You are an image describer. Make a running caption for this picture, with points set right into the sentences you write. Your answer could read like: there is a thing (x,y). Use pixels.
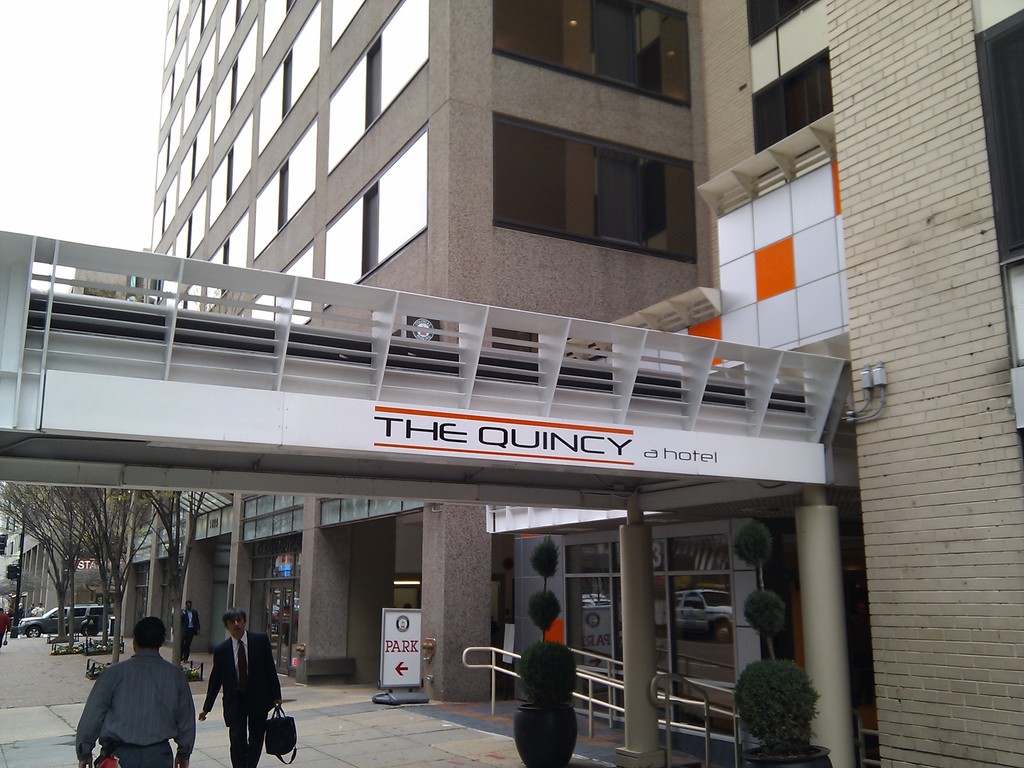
In the picture we can see these people (108,714) are walking on the road (445,715). Here we can see flower pots (803,696), a board (395,686), railing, pillars (456,643), tower building (299,30), vehicles (105,620) moving on the road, we can see trees (113,528), traffic signal poles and the sky (105,173) in the background (137,97).
